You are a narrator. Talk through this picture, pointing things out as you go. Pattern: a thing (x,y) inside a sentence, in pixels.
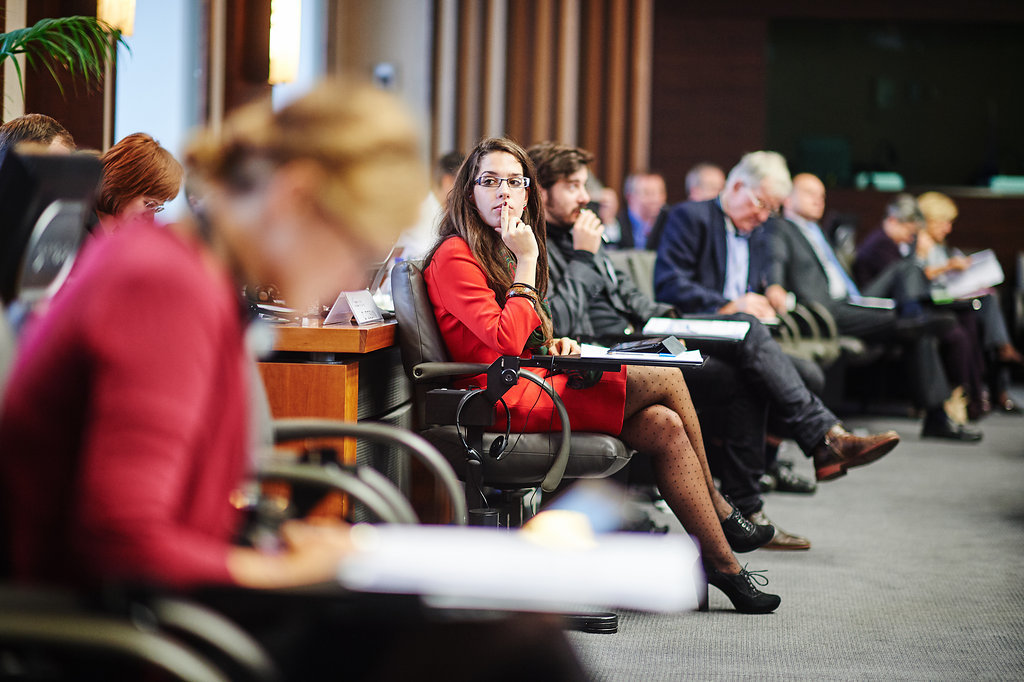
This image is clicked in a conference hall (568,167). There are many people (269,578) in this image. In the front (554,388) there is a woman (490,318) wearing red dress (448,270) sitting in a chair (476,419). To the left (43,38), there is a plant (74,50). In the background (247,86), there is a wall (571,66). At the bottom (915,593), there is a floor (913,602) on which floor mat (917,610) is kept.
